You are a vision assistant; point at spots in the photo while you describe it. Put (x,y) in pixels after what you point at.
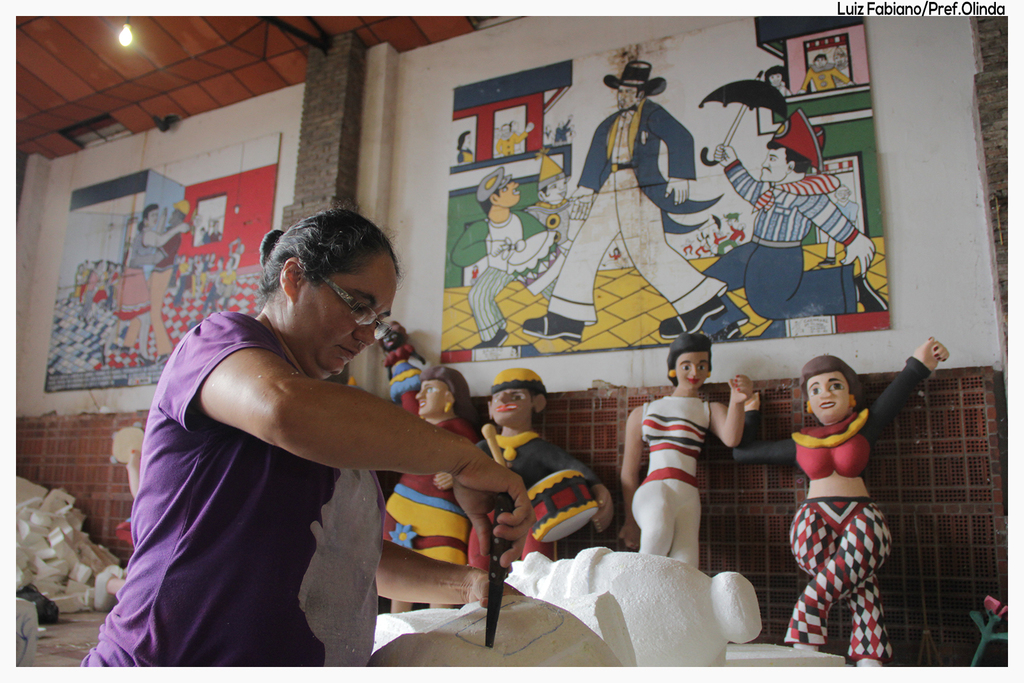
In this image there is a lady (338,437) standing and holding a knife (508,543) in her hand (522,508) and placed it on an object (508,618), which are on the table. In the background (547,447) there are few toys (685,438) and few objects (55,533) are on the floor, there are few frames (239,261) hanging on the wall (547,421). At the top of the image (186,78) there is a ceiling (174,61) and a light (117,41).
